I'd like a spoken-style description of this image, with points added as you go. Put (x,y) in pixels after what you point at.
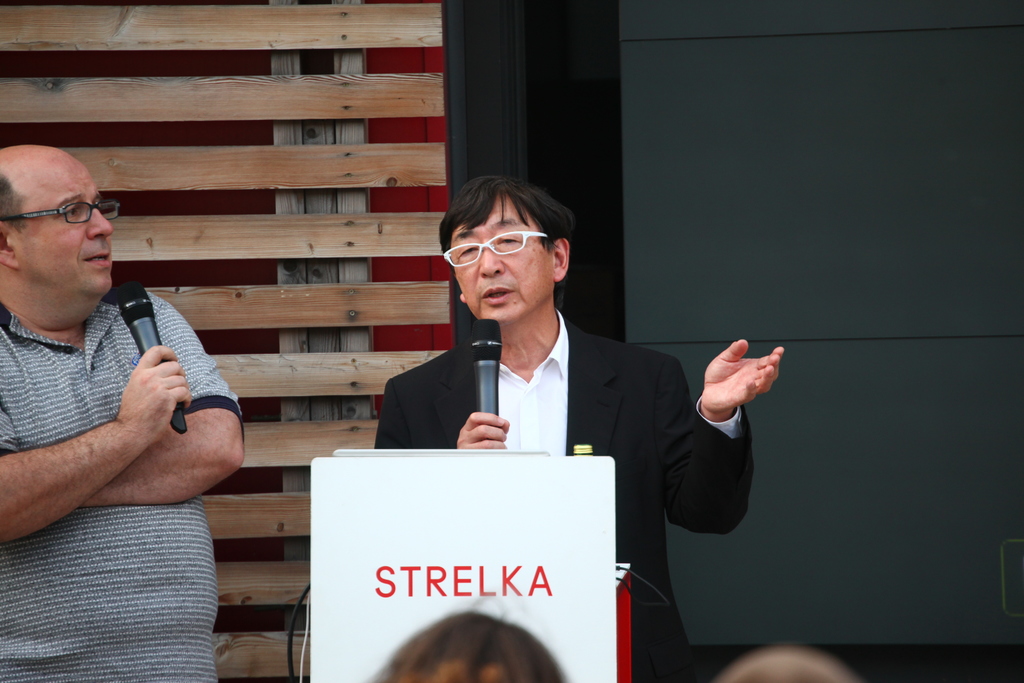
In this image in the center (503,331) there is one person (565,367) standing and talking and he is holding a mike (484,371). In front of him there is a podium (359,551), on the left side (102,393) there is another person (110,410) who is standing and talking and he is also holding a mike (140,335). In the background (349,212) there is a wall (726,315) and some wooden sticks (279,281), at the bottom (475,641) there are some people (758,666).
